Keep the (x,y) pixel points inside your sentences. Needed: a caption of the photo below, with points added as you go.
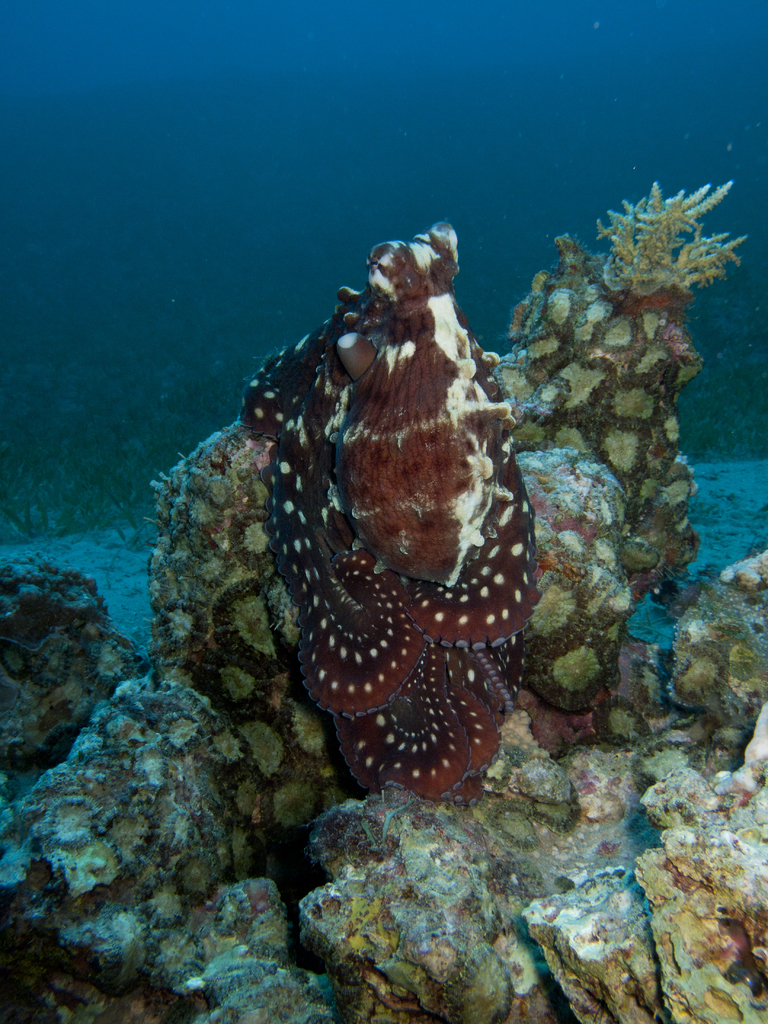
This image is clicked inside the water (221,314). In the front (392,524), we can see an aquatic animal (498,734). At the bottom (308,918), there are rocks (277,900) and plants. And we can see the water (438,5) in this image.
